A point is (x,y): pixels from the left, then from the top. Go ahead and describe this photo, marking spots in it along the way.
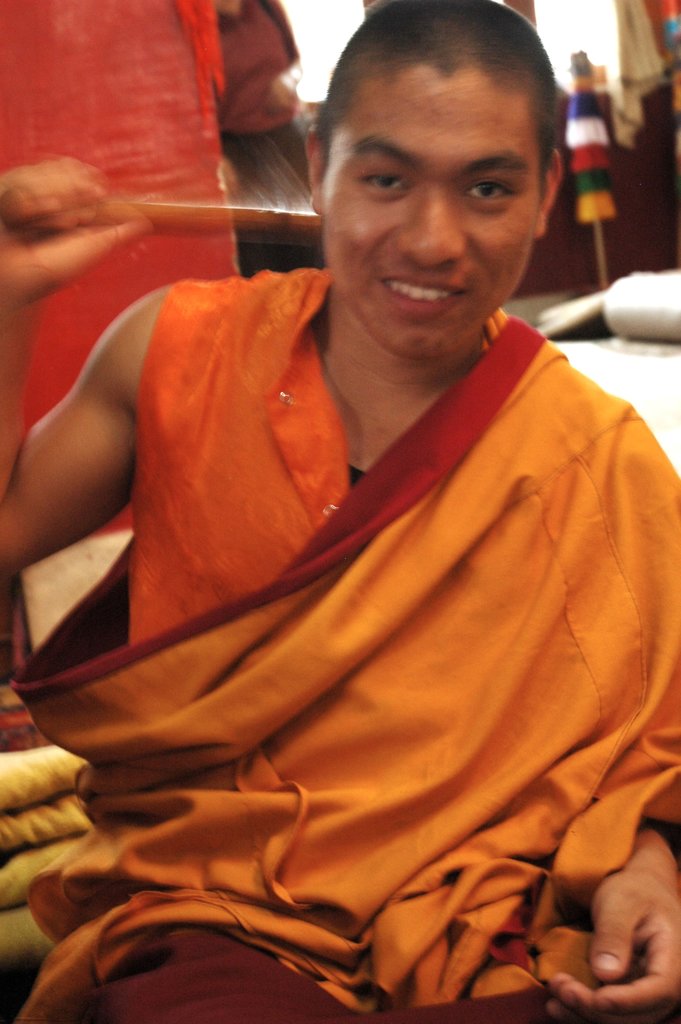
In the image there is a man (383,147) in the foreground (315,730) and the background of the man (20,196) is blur.
